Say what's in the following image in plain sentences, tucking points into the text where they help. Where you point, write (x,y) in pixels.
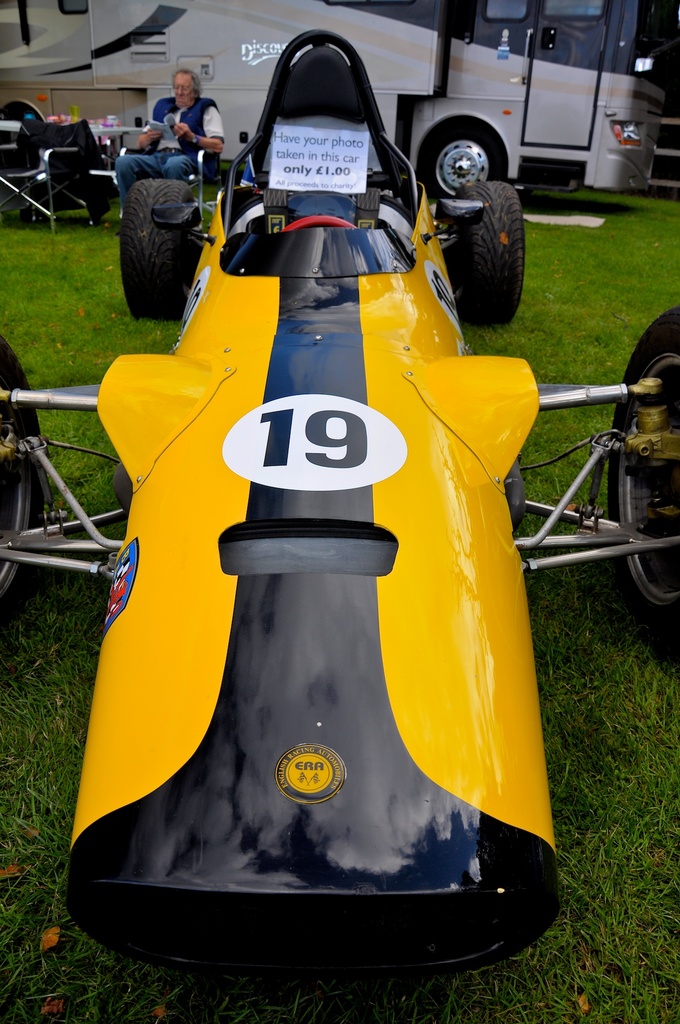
In this image I can see a yellow color vehicle (512,469), on the left side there is a man (185,72) sitting on the chair (212,182). At the top (459,35) there is a bus (462,117).
